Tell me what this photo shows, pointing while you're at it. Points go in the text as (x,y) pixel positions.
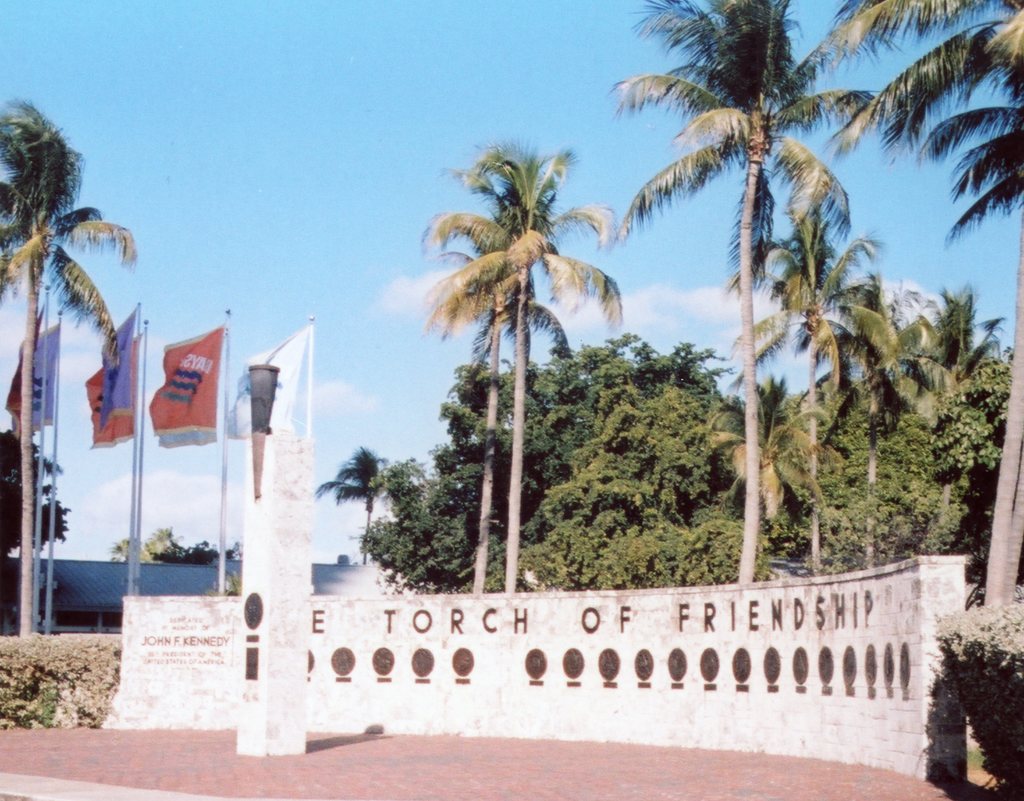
This picture is clicked outside. In the foreground (70,681) we can see the plants (979,724), flags (109,410) and an object (727,597) on which we can see the text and we can see the trees (528,486) and some other items (282,596). In the background (344,310) we can see the sky (386,237) with the clouds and we can see the trees (164,557) and some other objects (107,580).
